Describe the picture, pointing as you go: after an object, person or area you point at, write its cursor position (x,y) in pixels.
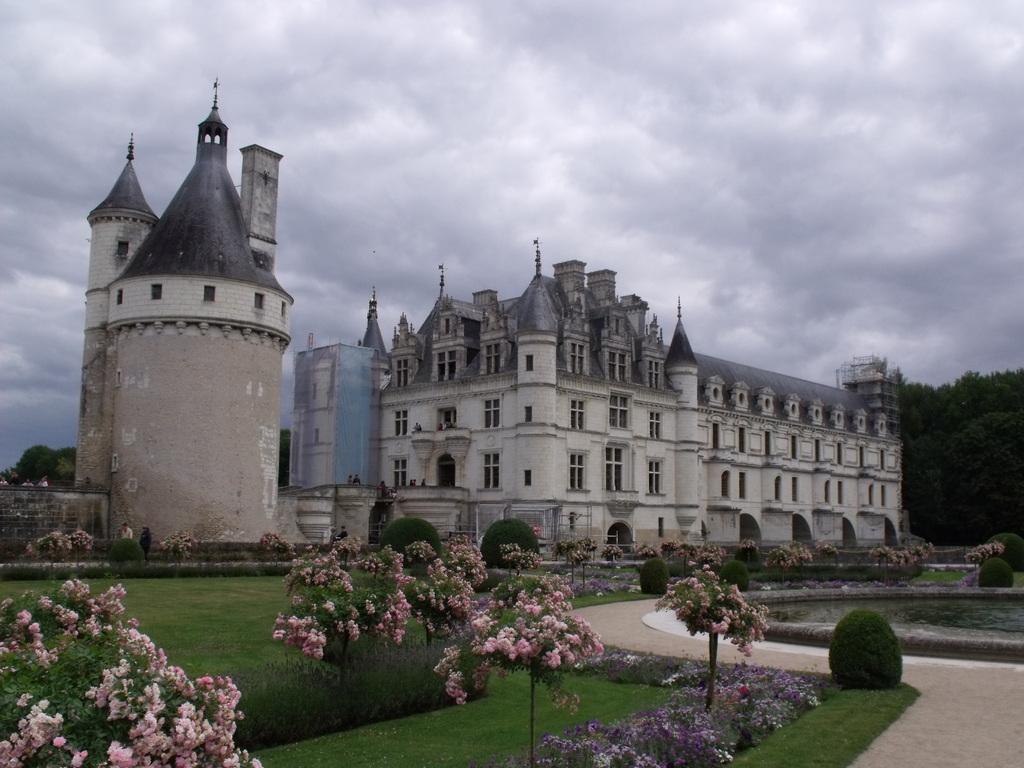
In this picture we can see building (867,443) and monument (239,315). At the bottom (363,590) we can see plants (407,570), grass (236,631) and street walk (939,745). On the left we can see trees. At the top (769,57) we can see sky (646,156) and clouds (743,71). At the bottom (729,670) we can see flowers (291,634) on the plants (27,708).
